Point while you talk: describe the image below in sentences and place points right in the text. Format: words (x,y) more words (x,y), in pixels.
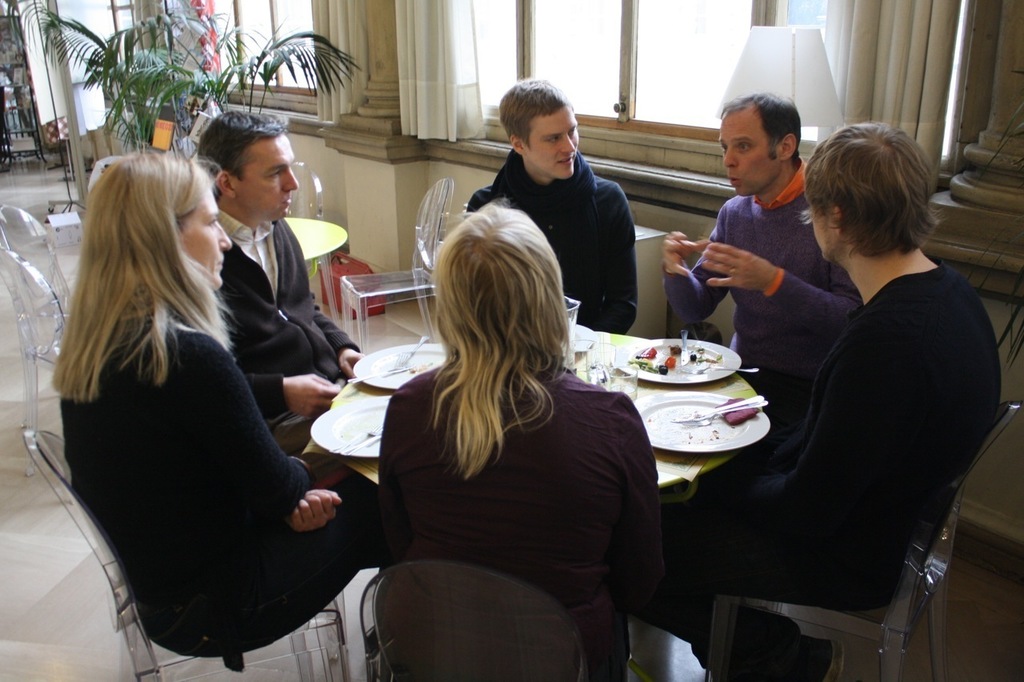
In this image I can see group of people (497,335) sitting in front of the table (712,383). On the table (687,343) there are plates (672,407), spoons (722,369) and the glasses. Among these people (519,294) few are wearing the jacket (215,360). In the back (488,34) there is a plant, windows (484,30), and the lamp (759,84). There are curtains (455,71) to the window (606,74).
